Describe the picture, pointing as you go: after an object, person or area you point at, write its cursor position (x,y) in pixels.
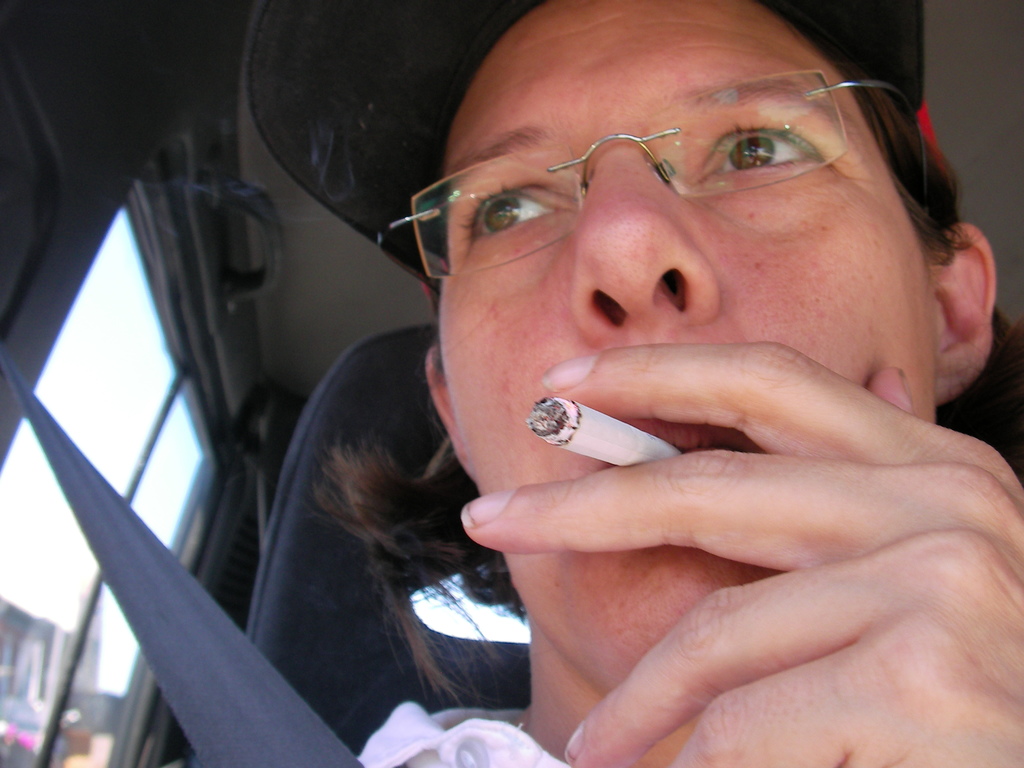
This picture shows a man (712,219) seated in the vehicle (321,344) and he wore spectacles (668,180) on his face (604,48) and he wore a cap (301,167) on his head (874,152) and he is smoking a cigarette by holding in the hand (794,453).
